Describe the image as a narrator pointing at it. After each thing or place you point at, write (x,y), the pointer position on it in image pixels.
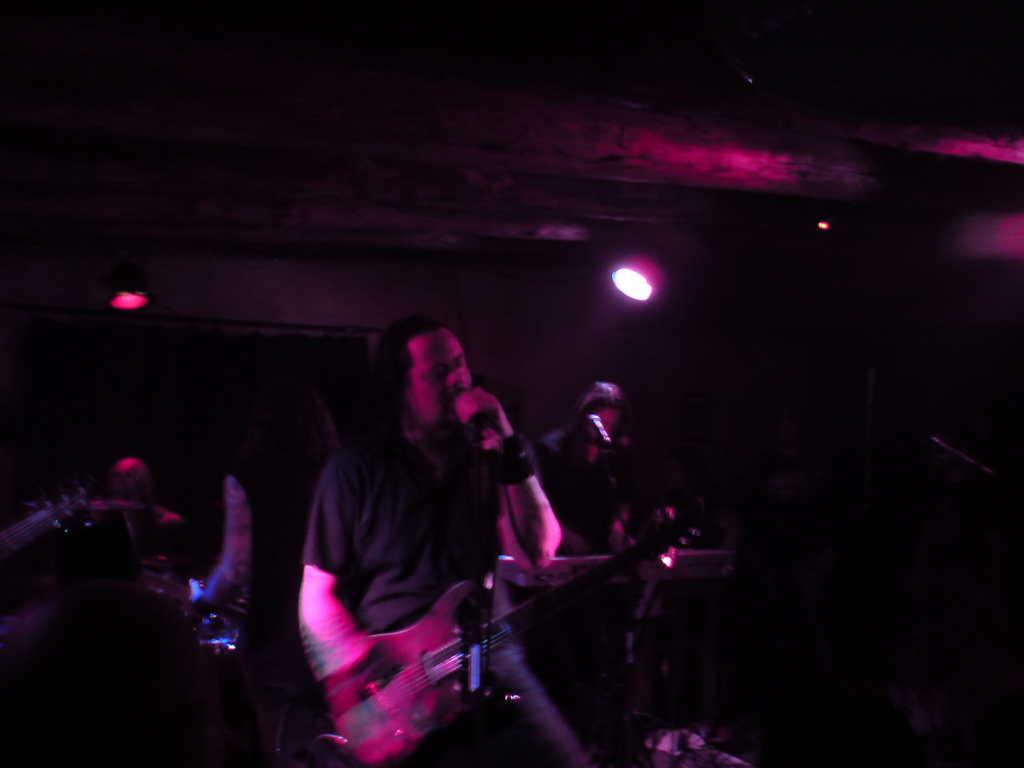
There is a group of people (322,430). He is holding a guitar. He's singing a song. We can see in the background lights (640,288) in a room (495,322).
